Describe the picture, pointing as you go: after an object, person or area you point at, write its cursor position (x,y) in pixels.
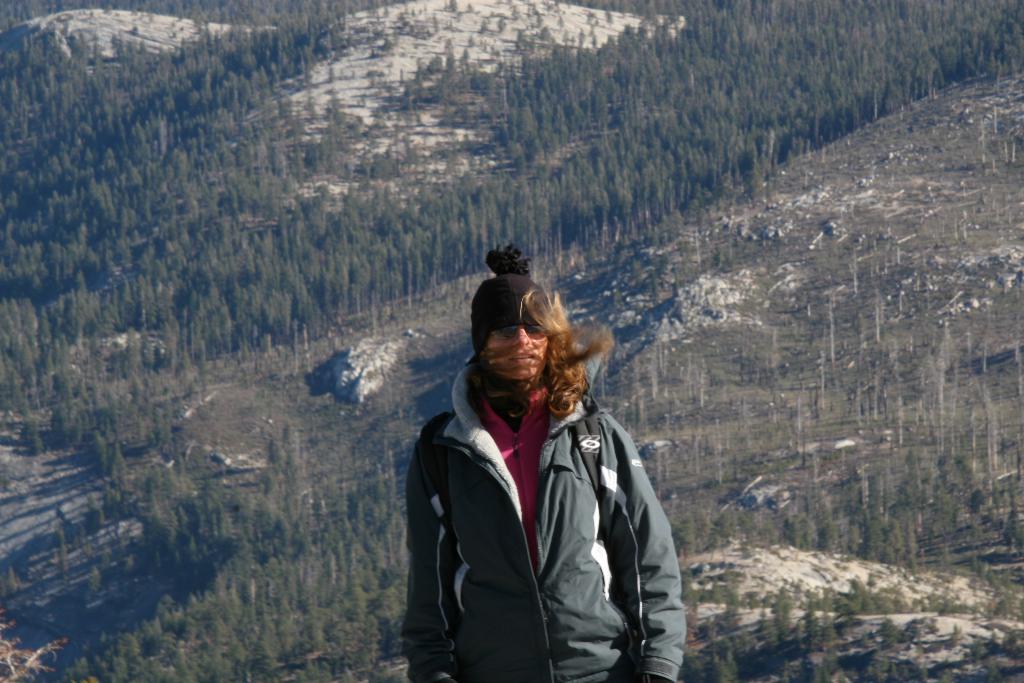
In the center of the image (550,369), we can see a lady (500,456) wearing a coat (548,528) and a cap (504,310). In the background (519,229), there are hills (346,77) and we can see trees (386,208).
